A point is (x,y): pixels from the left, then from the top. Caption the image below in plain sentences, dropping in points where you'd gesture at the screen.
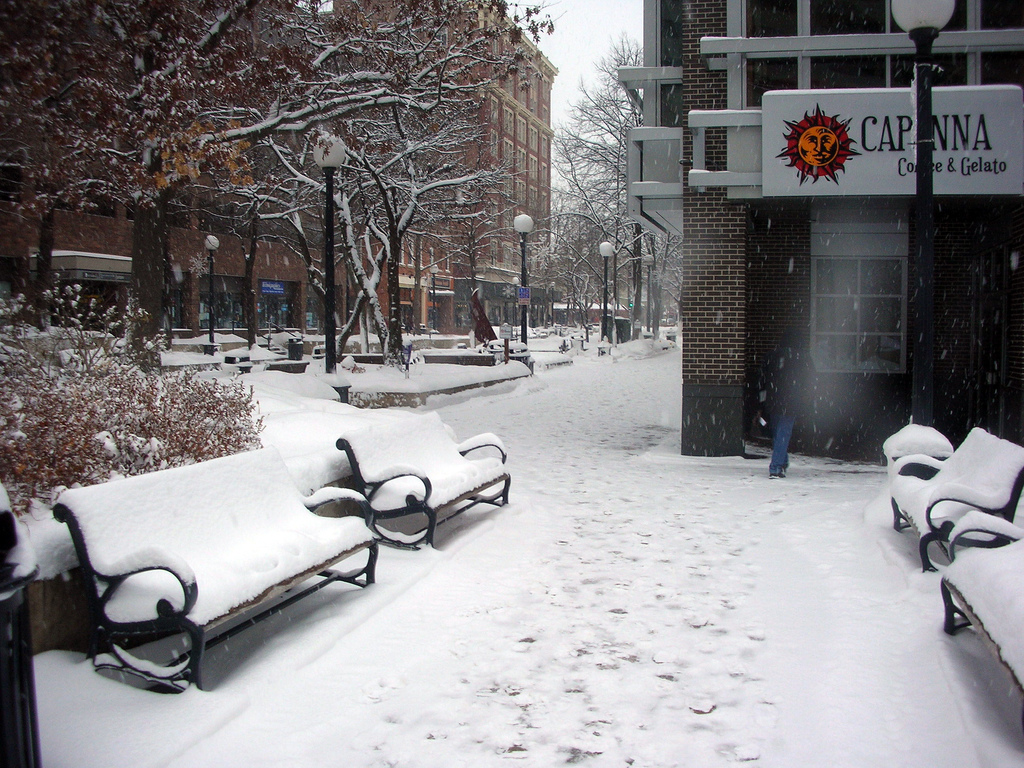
There are benches (991,641). On the right side (766,199) there is a building (716,145) with name board (807,124) and windows (859,259). Also there is a light pole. On the left side (156,279) there are trees (388,206), light poles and a buildings (538,102). And the place (882,603) is covered with snow (621,525).
